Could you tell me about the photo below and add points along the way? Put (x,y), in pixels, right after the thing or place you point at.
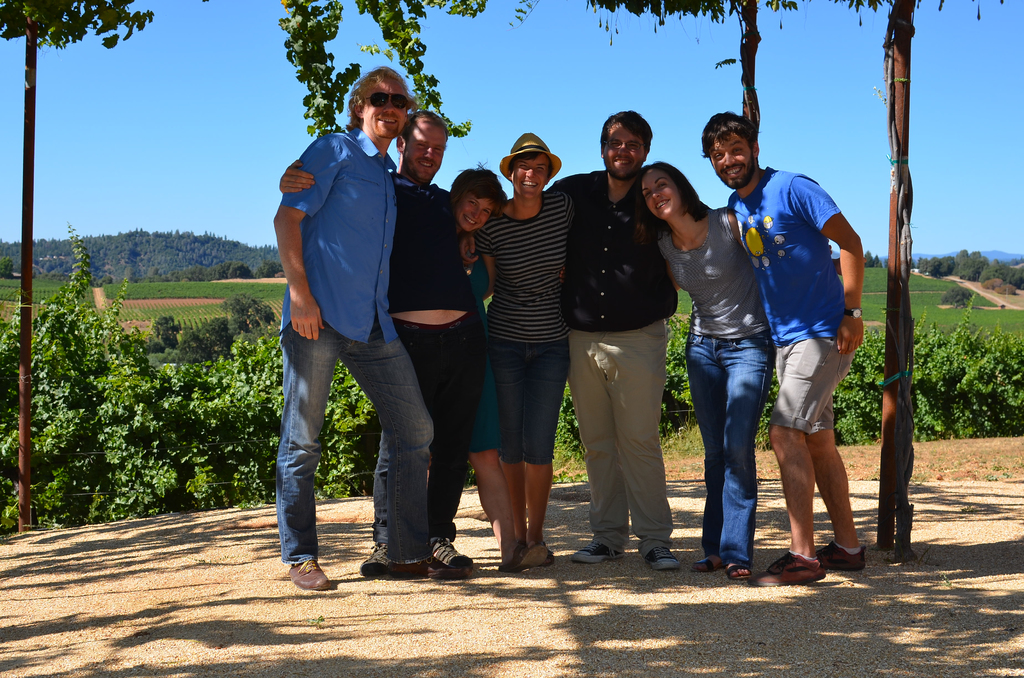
in this image in the center (417,311) there are group of persons (472,311) standing and smiling. In the background (211,358) there are plants (256,347) and there are trees (976,261). On the top (335,19) there are leaves (331,26) and there are poles (32,239) on the sides.
